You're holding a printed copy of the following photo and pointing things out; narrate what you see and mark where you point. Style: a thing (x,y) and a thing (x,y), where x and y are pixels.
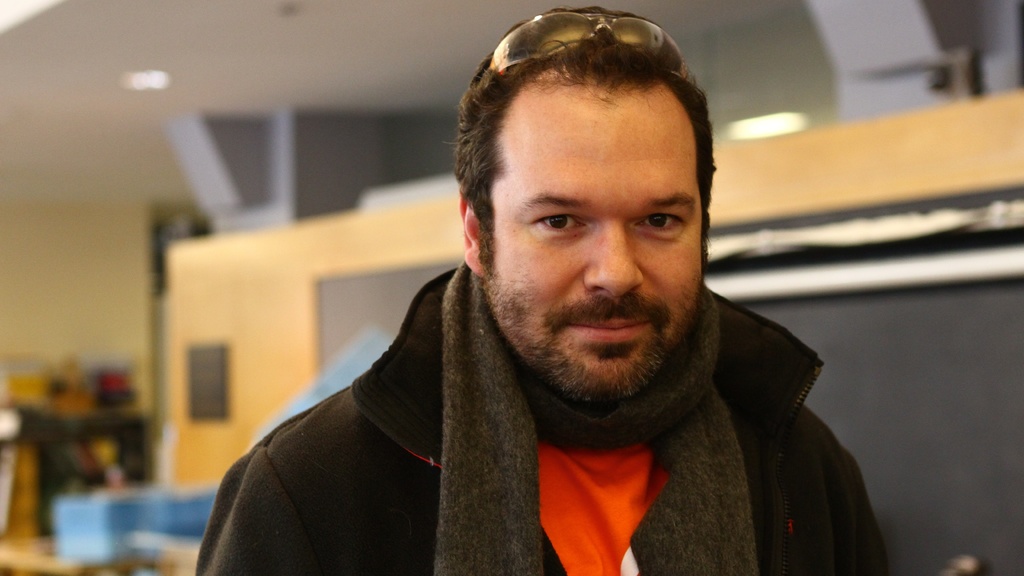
In this image there is a person (572,460) in the blurred background.
